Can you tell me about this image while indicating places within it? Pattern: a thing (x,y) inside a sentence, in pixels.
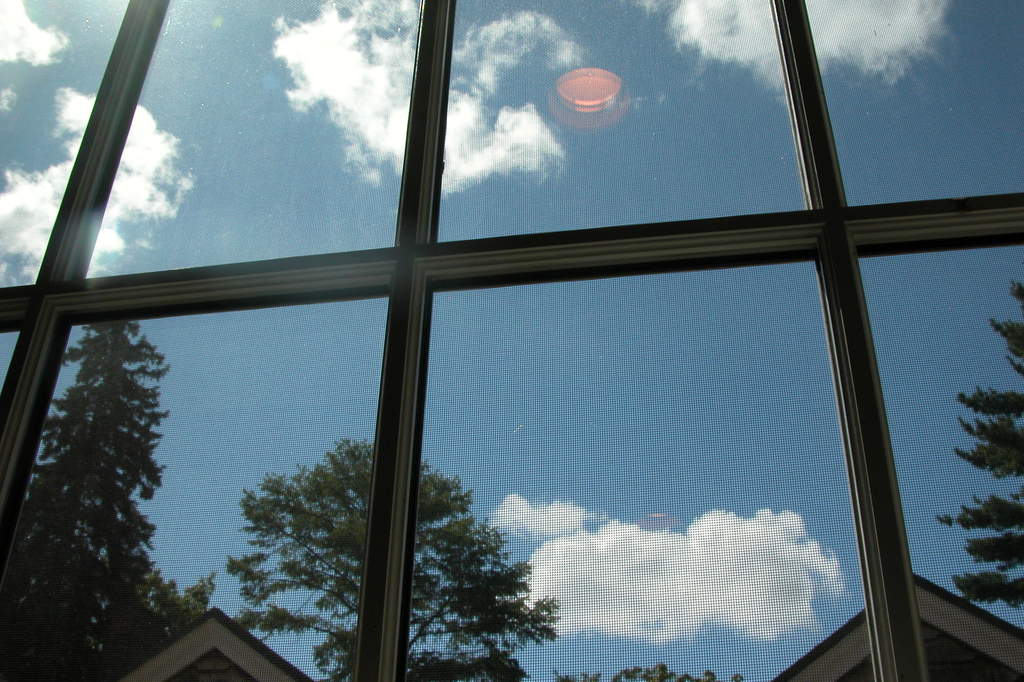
In this image we can see the glass windows (308,56) through which we can see trees (647,677), cloudy sky (633,531) and building (236,655). Here we can see the reflection (582,101) of the light (602,104).
